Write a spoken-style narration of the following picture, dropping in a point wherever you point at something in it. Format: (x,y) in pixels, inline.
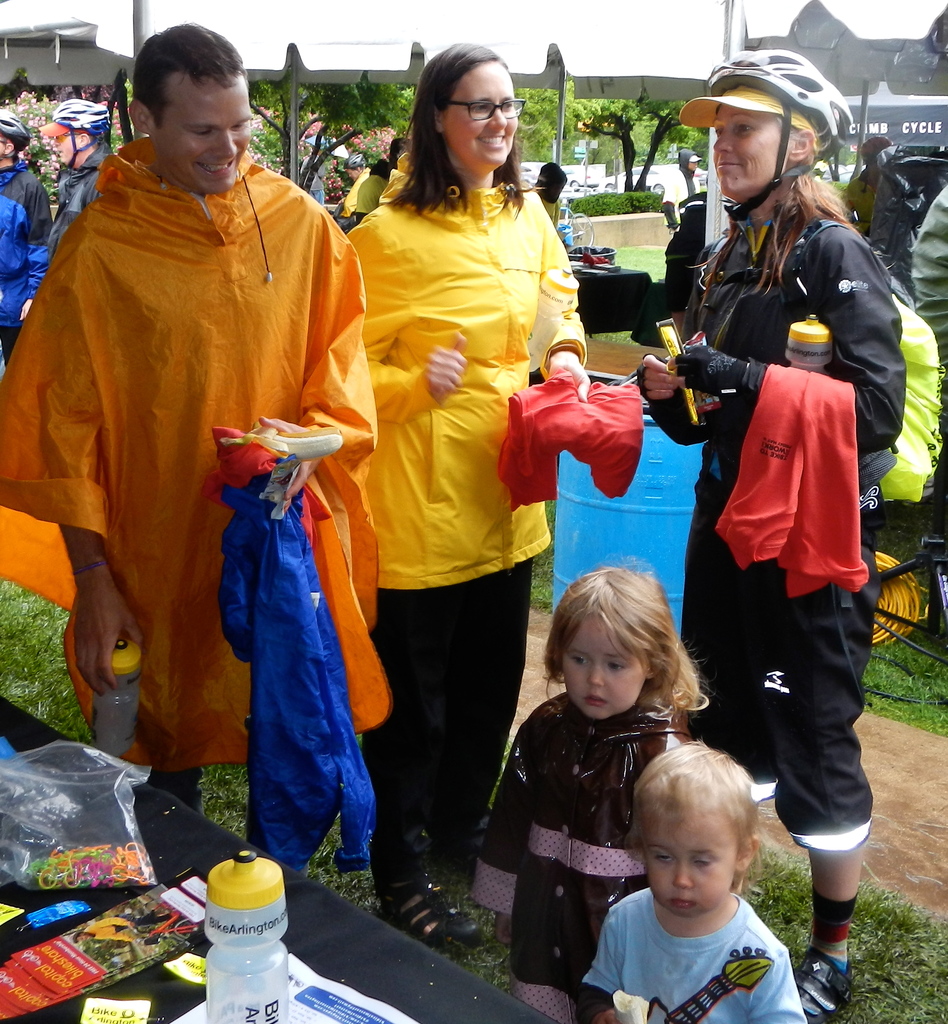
In this picture, on the left corner (207,841), we can see a table (467,972). On that table (547,1023), there is a black color cloth (498,1000), water bottle (273,869), cover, inside the cover (94,872) there is a rubber band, we can also see papers (146,903) on the table (174,965). In the middle of the image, we can see two kids (616,764). In the background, we can see group of people (879,427) standing, trees (527,108), cars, hoardings (891,108). On the top (652,59), we can see tents (763,27).
